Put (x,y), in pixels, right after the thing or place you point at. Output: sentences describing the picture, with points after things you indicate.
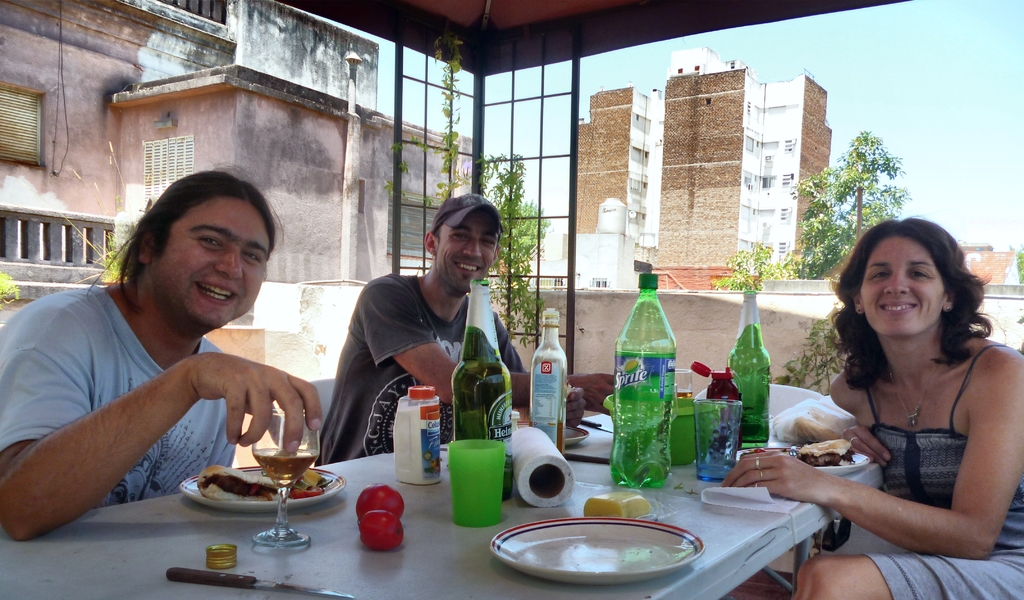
I can see in this image there are few people (372,410) who are sitting on the chair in front of a table (445,470). On the table (339,551) we have couple of bottles (625,456) and other on it. I can also see there are few buildings (423,131) and trees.
